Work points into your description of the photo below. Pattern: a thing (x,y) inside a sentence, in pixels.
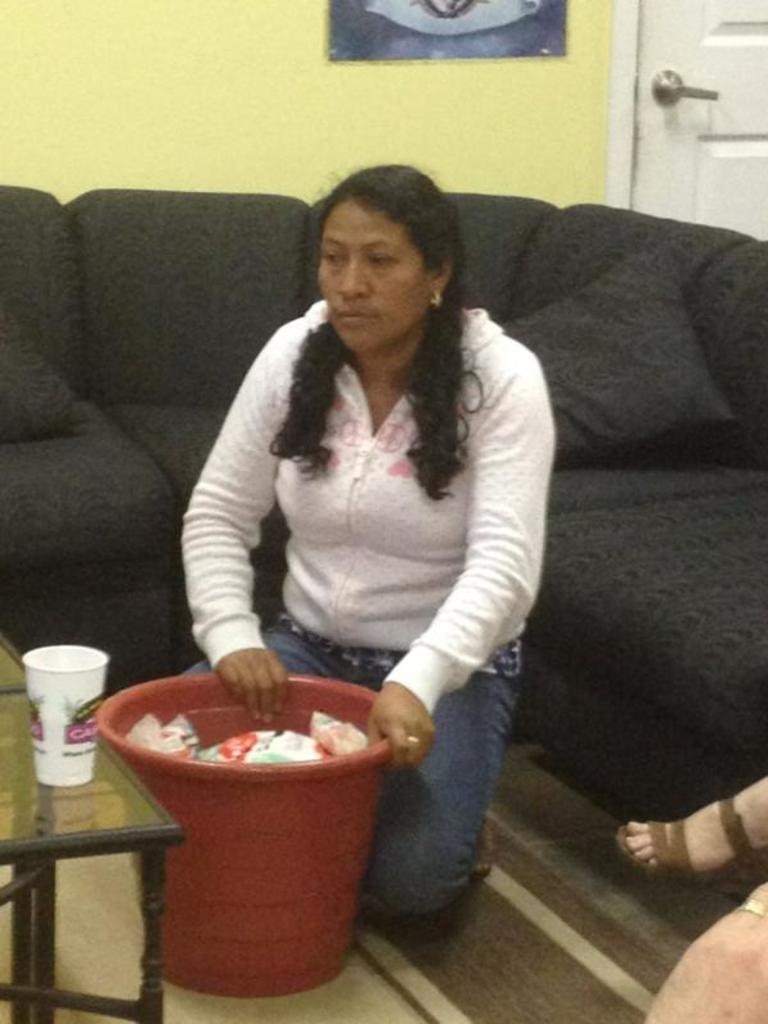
A woman (429,280) is sitting with a bucket (318,736) of packets (190,730) in front of her. There is sofa (131,459) in the background (708,531).
